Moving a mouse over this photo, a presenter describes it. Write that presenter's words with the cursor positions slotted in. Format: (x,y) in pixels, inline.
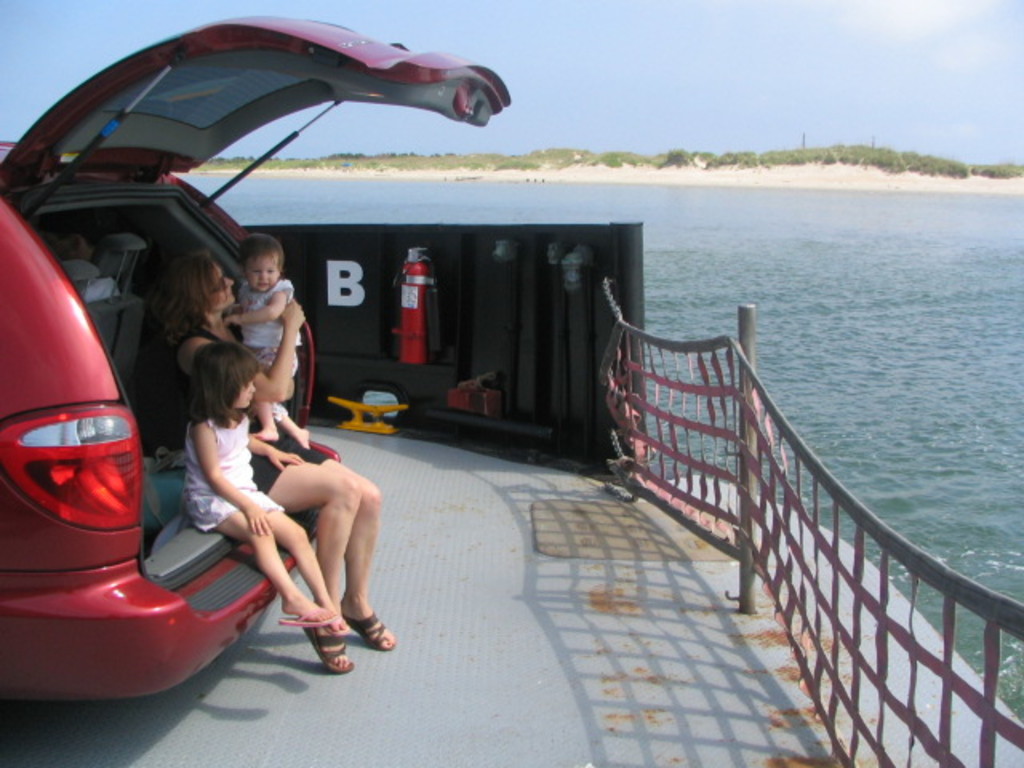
In this image we can see woman (223,318) and two children (245,364) back side the car (239,567). There is a emergency cylinder (414,297), at the background (708,57) there are trees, water (850,348) and a sky (688,51).
